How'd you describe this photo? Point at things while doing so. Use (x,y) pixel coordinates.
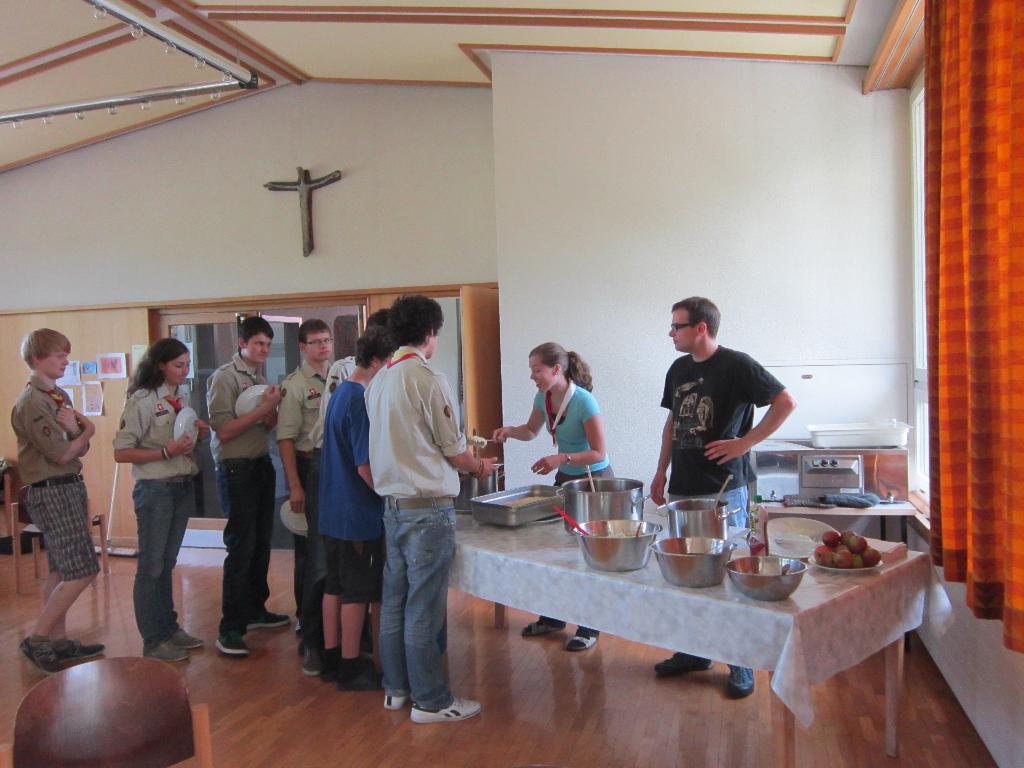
This is a picture taken in a room (272,501), there are a group of people (272,501) standing on the floor (282,686) and holding plates (259,402). In front of these people (347,473) there is a table (526,549) on the table (529,551) there are bowls (693,555) and some food items (826,553). Behind the people (240,482) there is a board (378,307) and a wall (352,241), on the wall (352,241) there is a cross symbol (306,192).
